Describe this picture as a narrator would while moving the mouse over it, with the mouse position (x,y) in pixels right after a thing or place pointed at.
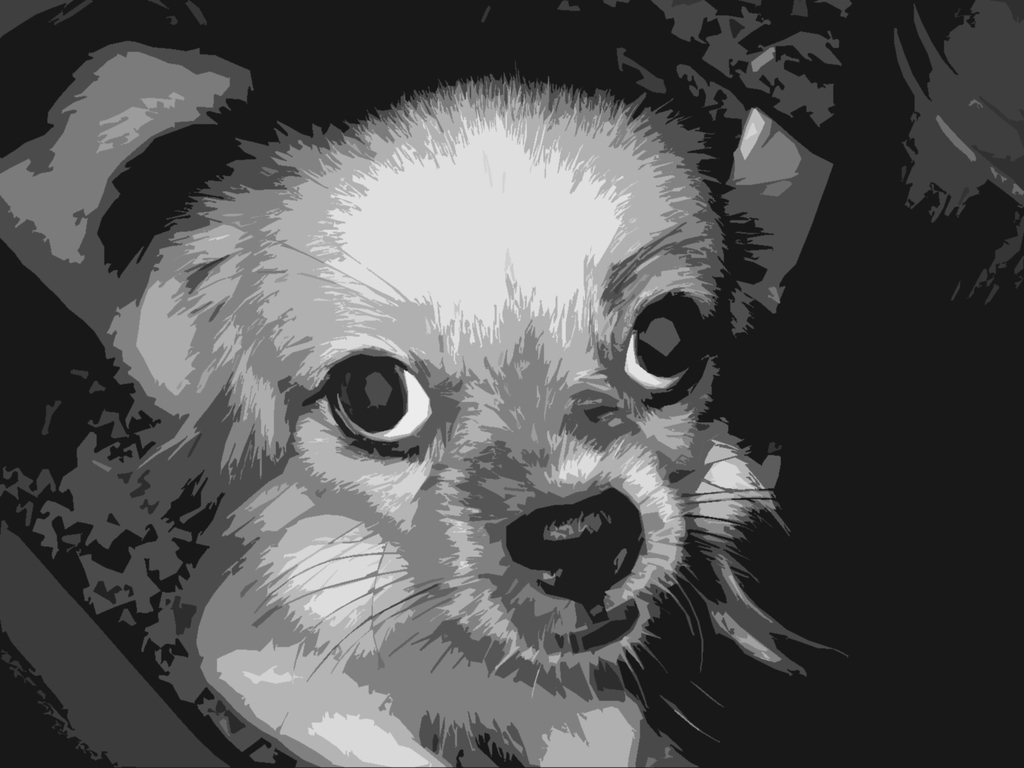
In this picture we can see an animal (439,354).
